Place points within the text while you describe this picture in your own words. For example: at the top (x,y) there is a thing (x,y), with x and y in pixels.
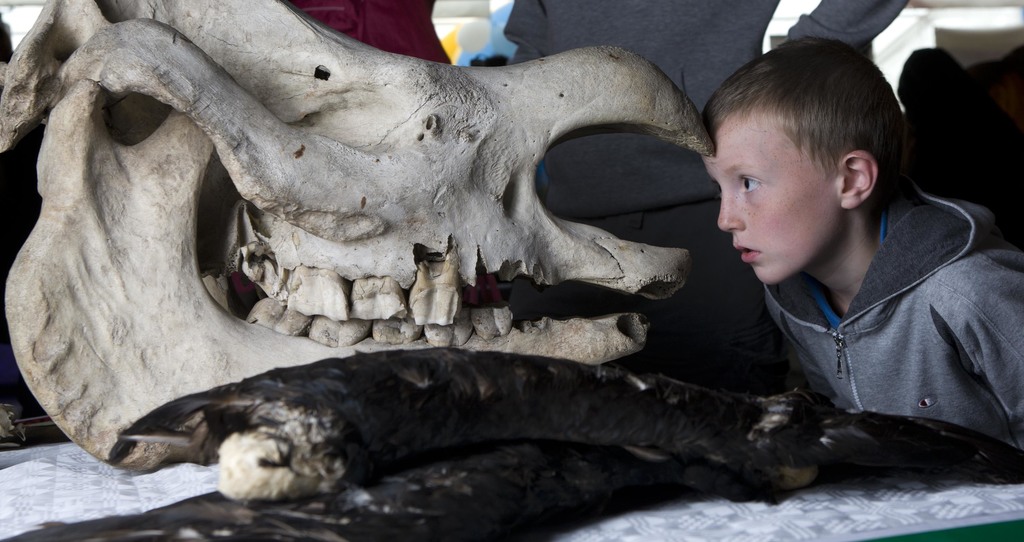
On the left side of this image (163,339) there is a skeleton (220,129) of an animal (403,318) which is placed on a white surface (787,518). On the right side (857,268) there is a boy (875,343) wearing a jacket (928,366) and looking at the skeleton (328,163). In the background (718,40), I can see some more people (700,60).
